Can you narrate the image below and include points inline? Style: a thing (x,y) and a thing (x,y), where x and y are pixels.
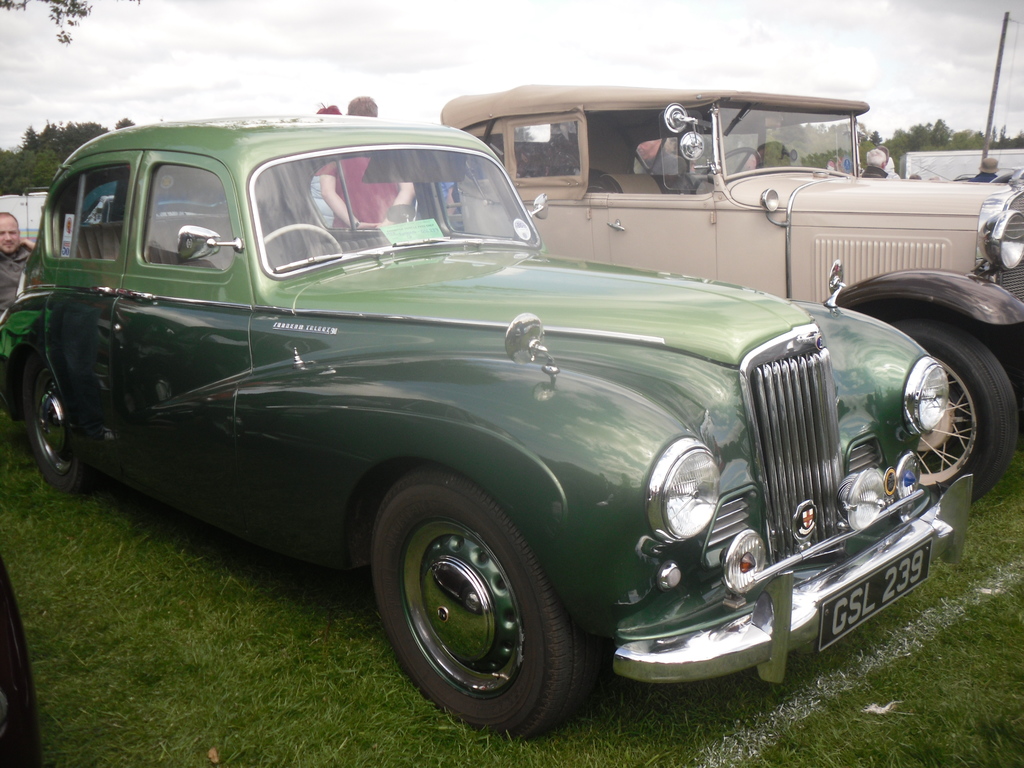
In the center of the image (409,278) there are cars (575,244) on the grass (372,695). In the background of the image (381,31) there is sky (118,31), trees (49,153). There are people (364,102).
